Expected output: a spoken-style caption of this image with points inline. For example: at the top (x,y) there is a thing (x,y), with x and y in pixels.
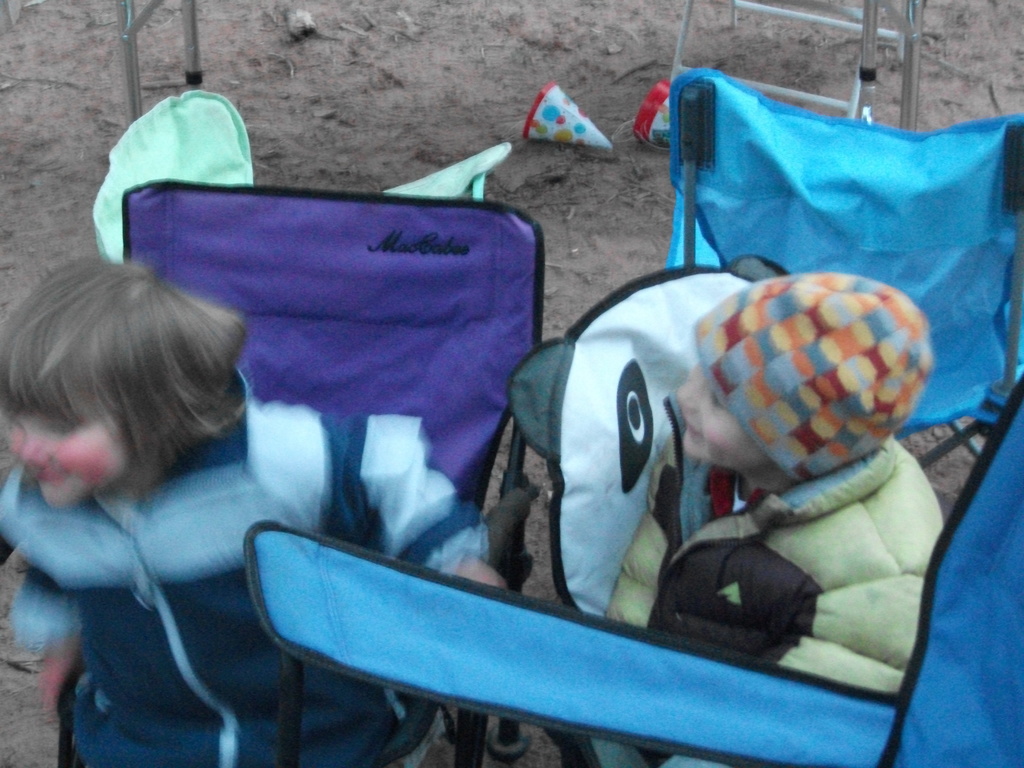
This image is taken outdoors. In the background (340,83) there is the ground (371,61) and there are a few objects (193,17) on the ground (781,45). In the middle of the image (451,427) there are two kids (684,497) sitting in chairs (657,649) and there are a few chairs (365,308).
